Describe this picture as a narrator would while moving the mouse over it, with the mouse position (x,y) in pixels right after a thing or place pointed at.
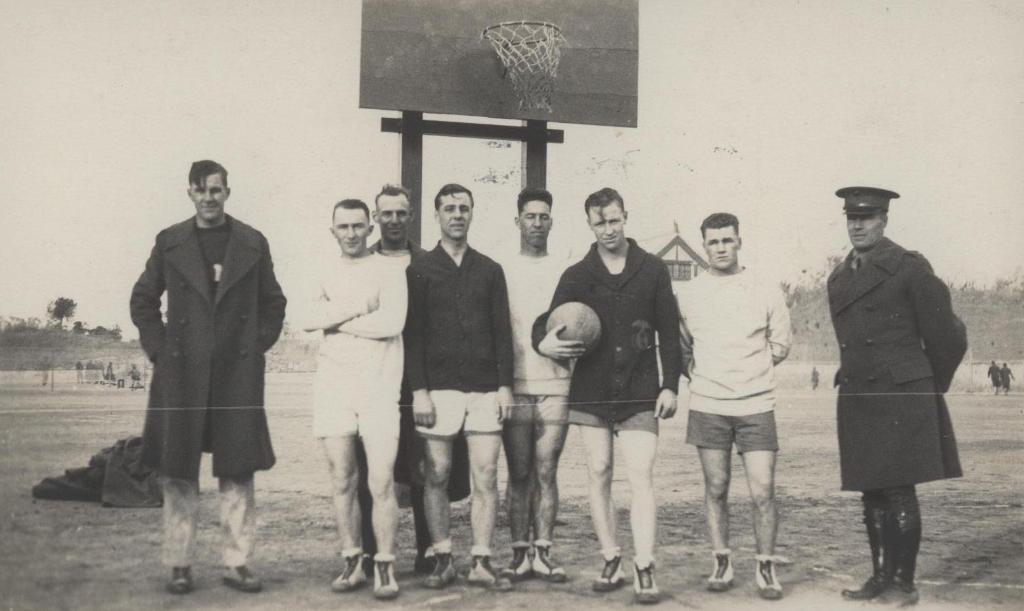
In this image we can see some people (474,323) standing on the ground (571,522), a person (605,389) holding a ball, a cover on the ground (126,540), a stand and a basketball hoop (414,2). On the backside (31,381) we can see a fence (58,378), people (136,378), trees (75,321) and the sky (98,252).
